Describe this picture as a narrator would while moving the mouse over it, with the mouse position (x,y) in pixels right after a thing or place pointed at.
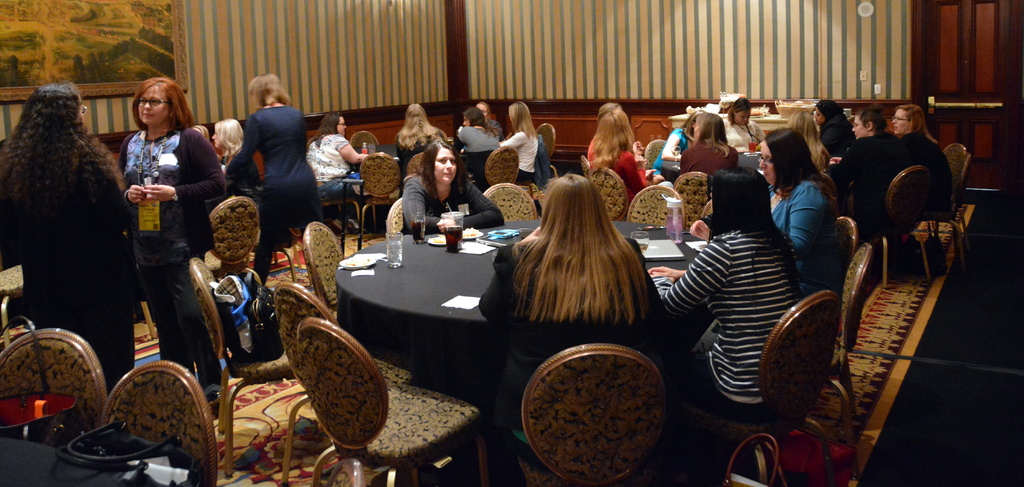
There are many women (432,159) sit on chairs (906,181) around the table (439,260). The table (427,250) has plate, spoon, water bottle (672,227), jugs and glasses (399,245) on it. It seems to be of a dining area (658,98) in restaurant (503,118) or hotel (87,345). On the left side (130,44) corner there is a painting (106,35) on wall (198,87). The wall (423,46) has stripe line design (621,49) on it and to the ground (899,337) there is a carpet (245,433). On to the left side (200,220) corner two women (176,194) stood on the floor (240,457).
